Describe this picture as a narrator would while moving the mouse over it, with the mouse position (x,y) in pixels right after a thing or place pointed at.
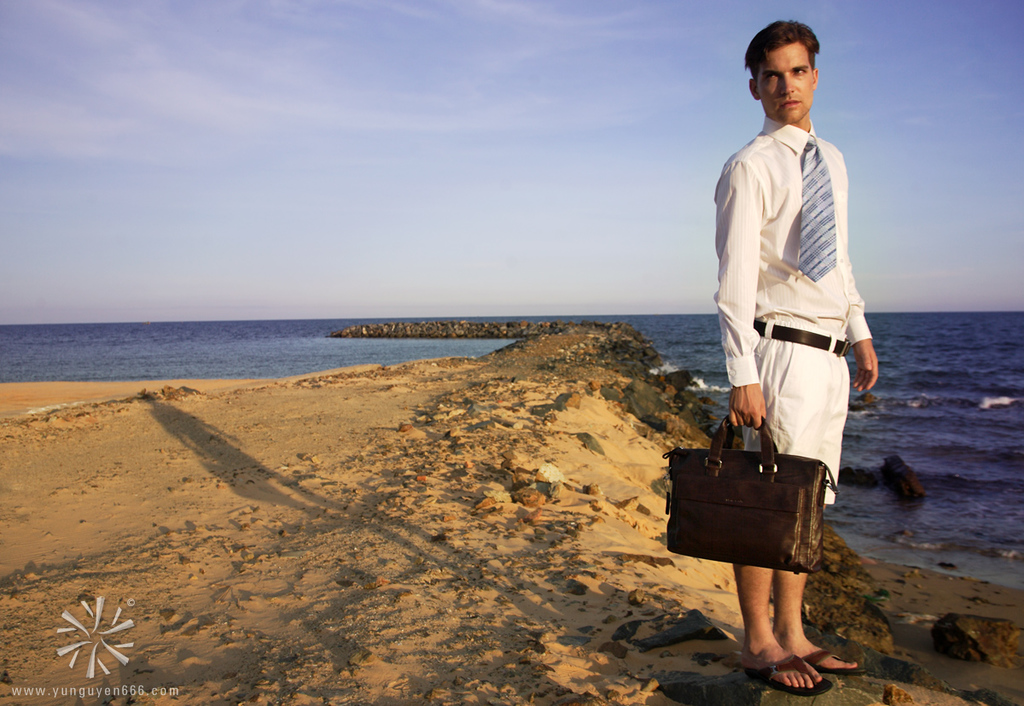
In the foreground of the picture (471,566) we can see stones (497,487), sand (497,487) and a person (775,345) holding bag (775,476). In the middle of the picture (353,325) we can see a walkway (495,328). In the background (114,362) there is a water body (894,340). At the top (396,107) there is sky (865,119).
